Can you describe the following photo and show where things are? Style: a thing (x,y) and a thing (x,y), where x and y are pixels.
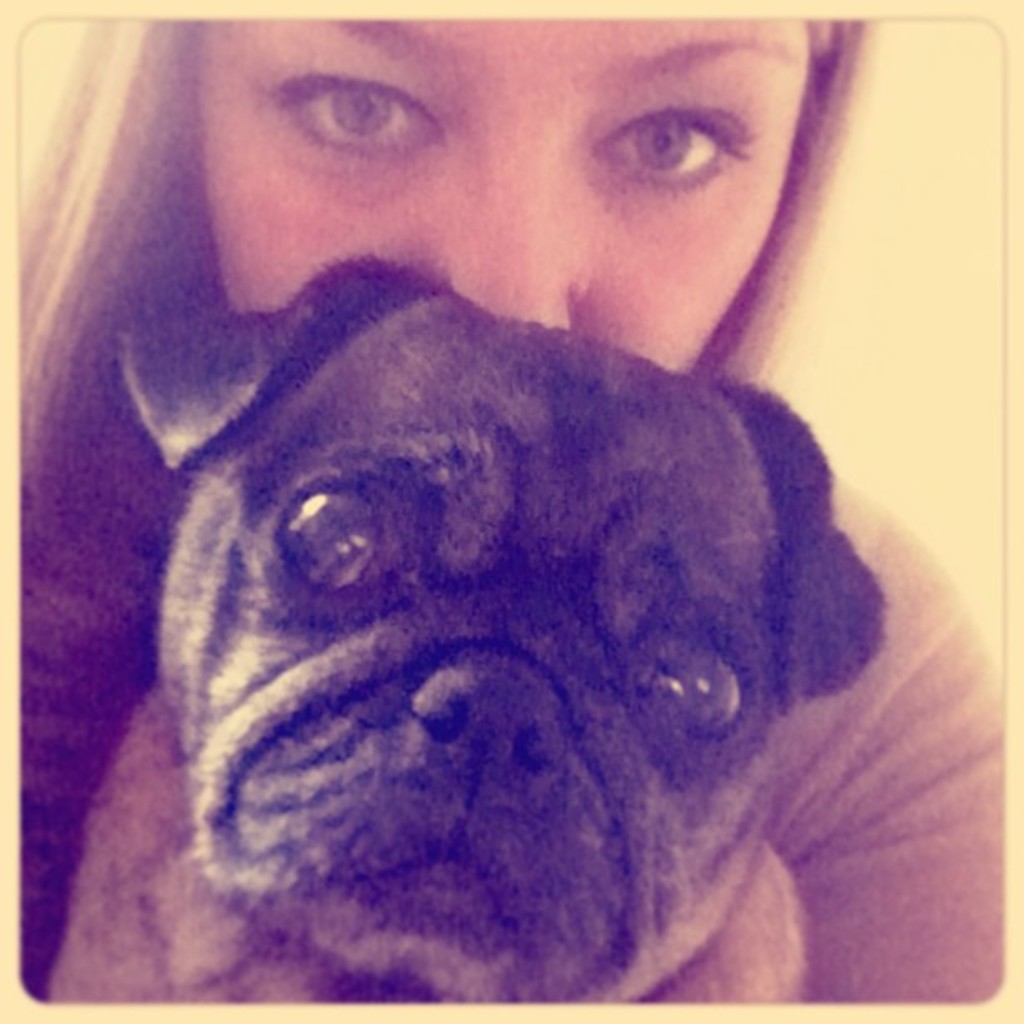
In this image we can see dog's face (453,621) which is in black color and a woman (783,792) wearing white color dress (834,777).
